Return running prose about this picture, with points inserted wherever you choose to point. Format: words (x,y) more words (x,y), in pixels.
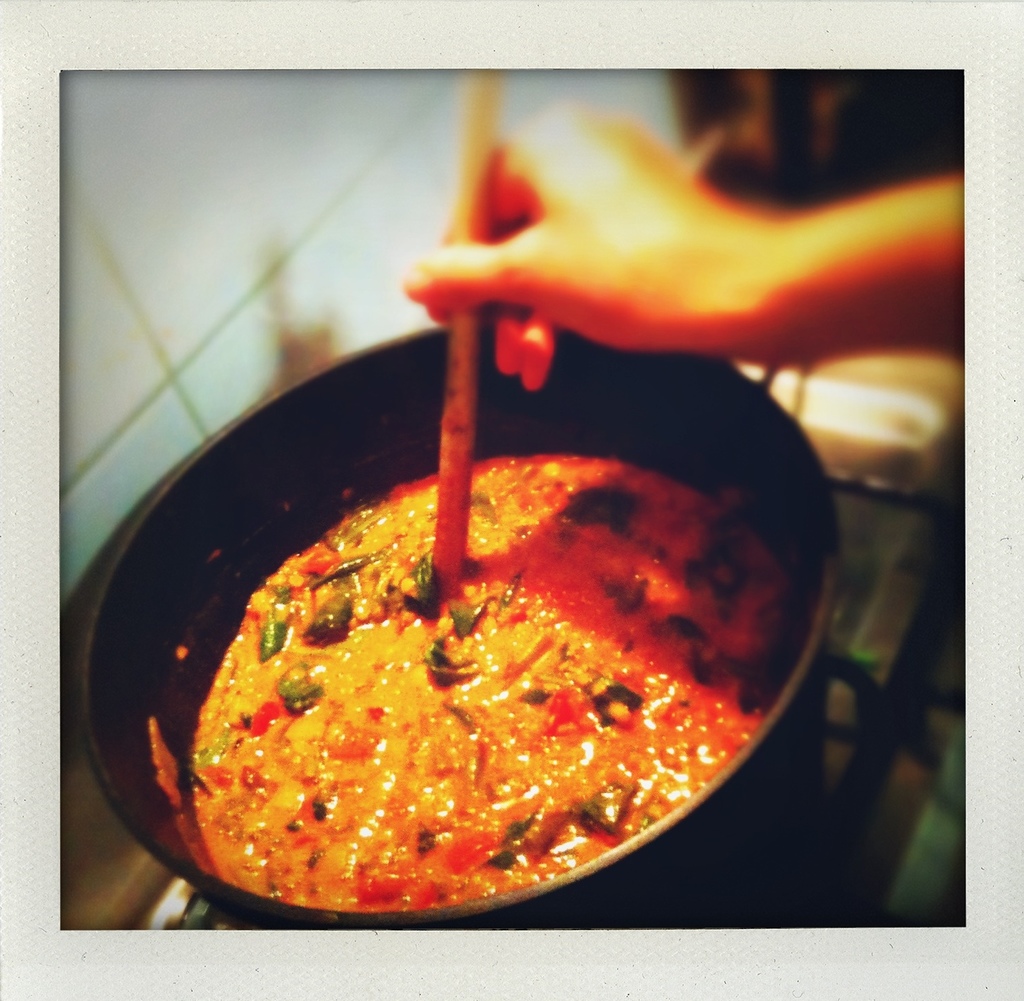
In this picture there is a pan (134,656) in the center of the image (497,553), which contains curry (395,654) in it and there is a hand (787,262), by holding a spoon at the top side of the image (604,229).
